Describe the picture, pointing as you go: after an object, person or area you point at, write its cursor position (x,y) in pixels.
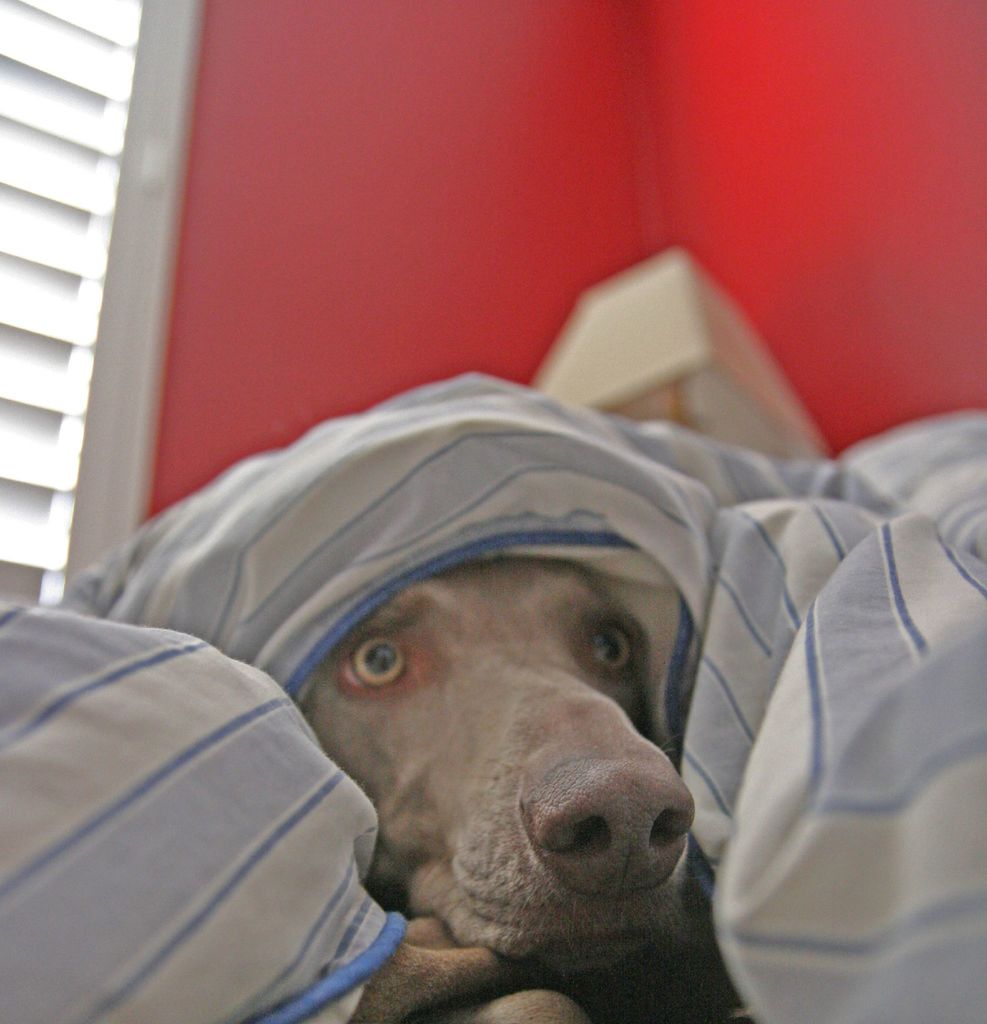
In the image there is a dog (433,652) hiding under a bed sheet (582,528) and behind the dog (458,634) there is a red wall (641,246) and a lamp (628,322), beside the wall (209,326) there is a window (91,226).
